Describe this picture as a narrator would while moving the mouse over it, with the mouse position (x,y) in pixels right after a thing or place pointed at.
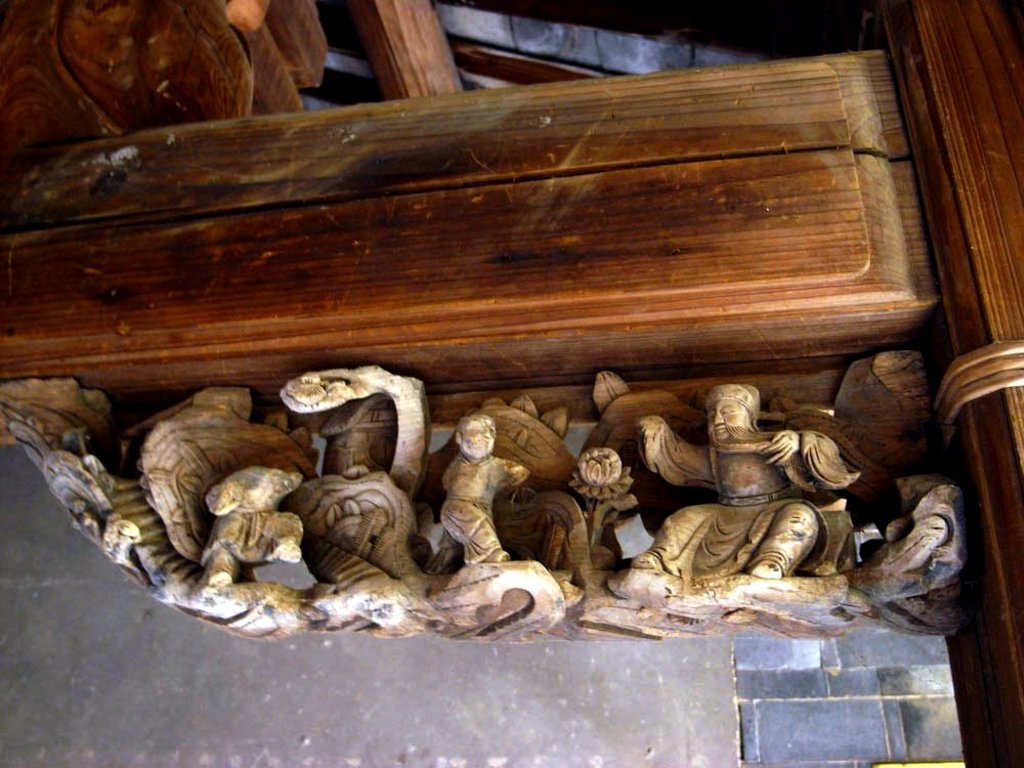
In this image in the center (408,359) there is a wooden stick (311,307) and some sculptures (377,502), and at the bottom (327,677) there is a floor (778,702).
